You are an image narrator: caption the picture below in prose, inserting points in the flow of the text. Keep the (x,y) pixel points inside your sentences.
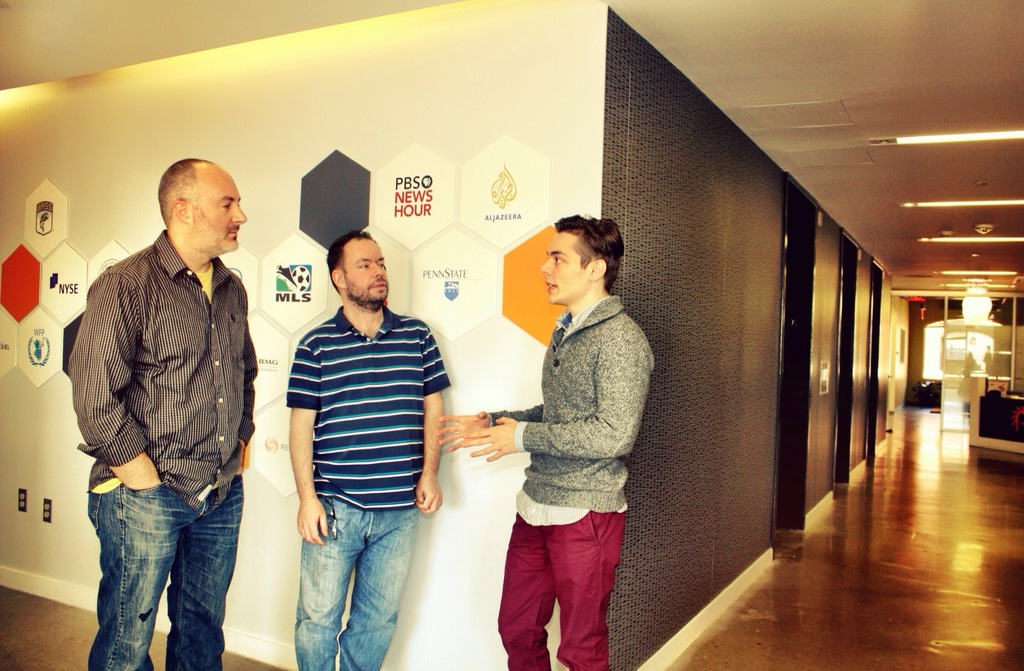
In this image we can see some people (237,507) standing on the ground (13,655). On the left side of the image (26,260) we can see some boards (28,278) with text (435,274) on the wall (459,201). In the right side of the image (962,341) we can see the window (987,341), some objects (979,410) placed on the ground (964,462) and some lights (962,139) on the roof (952,252).
